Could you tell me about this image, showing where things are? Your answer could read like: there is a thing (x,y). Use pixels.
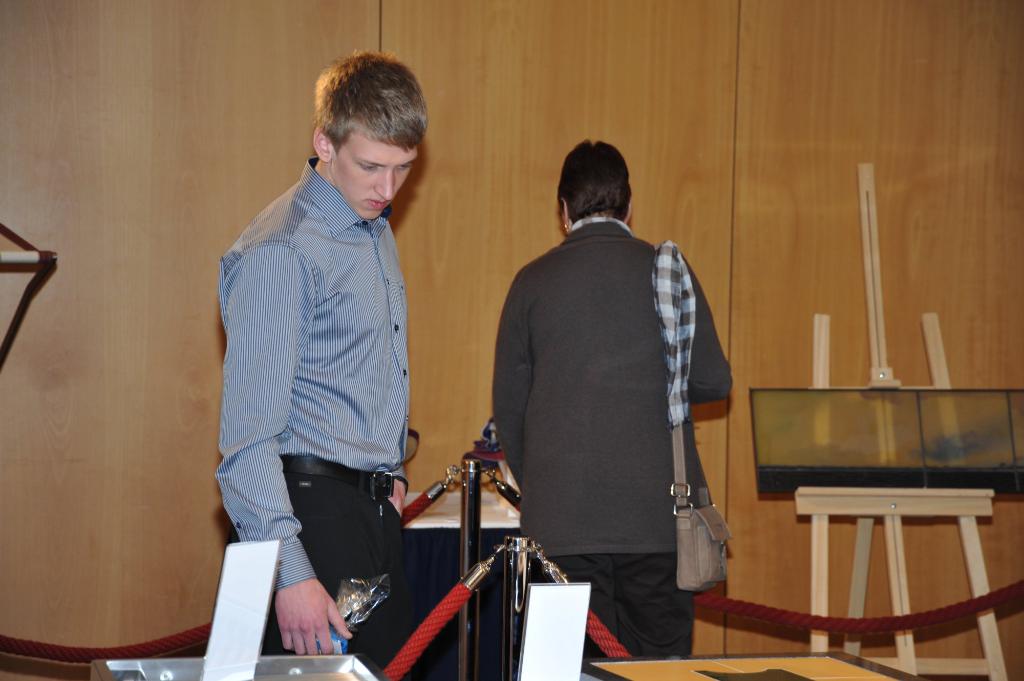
In this image I can see a person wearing shirt (369,373), black pant (361,573) is standing and another person (537,436) wearing jacket (584,376), bag (696,565) and black pant (654,571) is standing. I can see few ropes (398,666) which are red in color, few white colored objects (547,590), a cream colored stand (860,550) and the brown colored wall (718,118).
